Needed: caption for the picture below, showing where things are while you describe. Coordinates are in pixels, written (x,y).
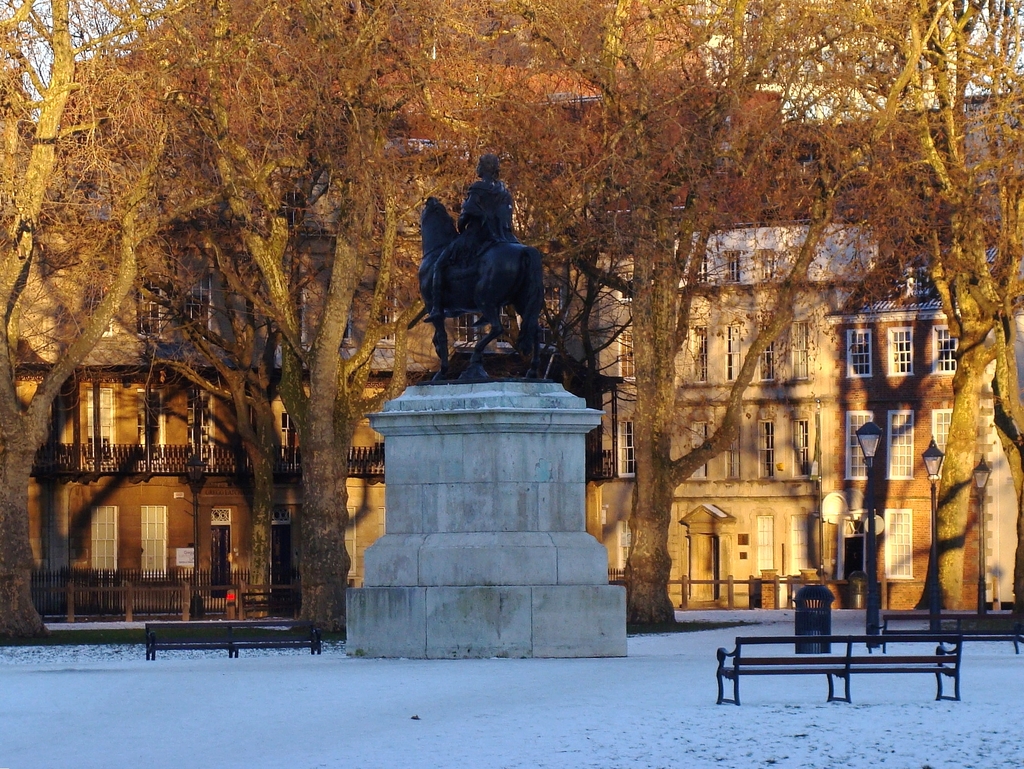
In the picture we can find a sculpture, background (642,397) we can find a trees (62,84), buildings (609,390), windows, doors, and it is a place where there is a snow (14,749) and we can also find benches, dustbins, lamps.
